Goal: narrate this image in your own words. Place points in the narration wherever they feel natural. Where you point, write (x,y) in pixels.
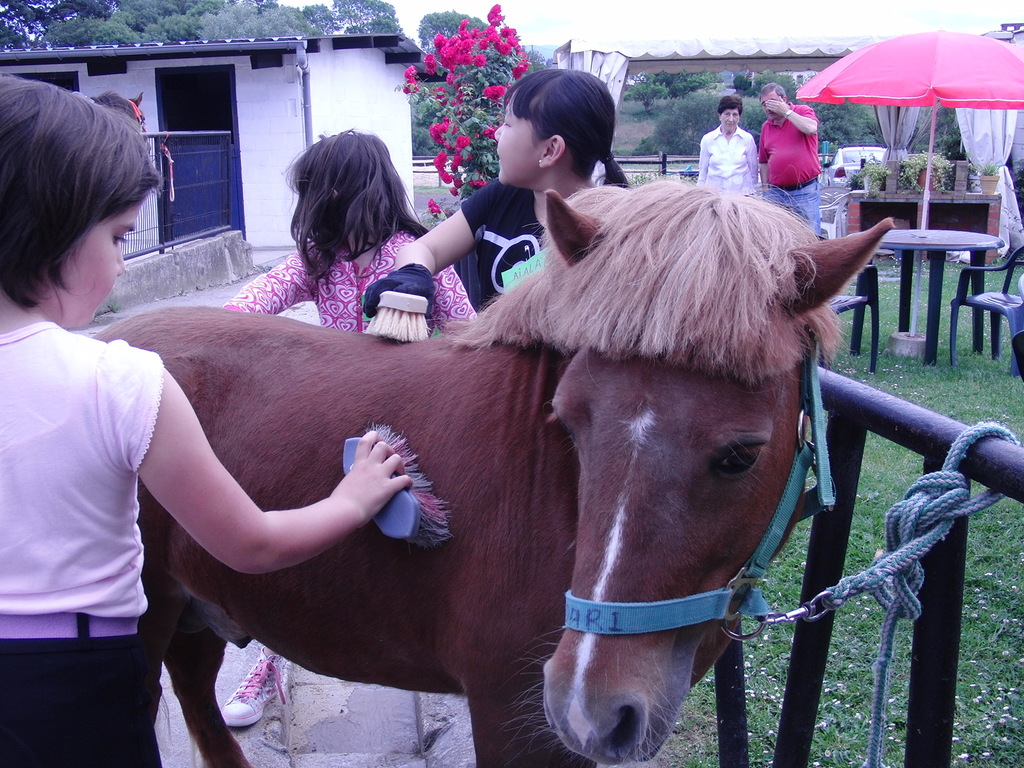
In this image I can see three people (532,193) with the horse (497,435). To the back of them there are two people (779,151) to the side of a table (909,267) and the chairs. In the back ground (431,149) there is a plant (458,102) with flowers (501,16), house (299,86), trees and the sky (594,17).
